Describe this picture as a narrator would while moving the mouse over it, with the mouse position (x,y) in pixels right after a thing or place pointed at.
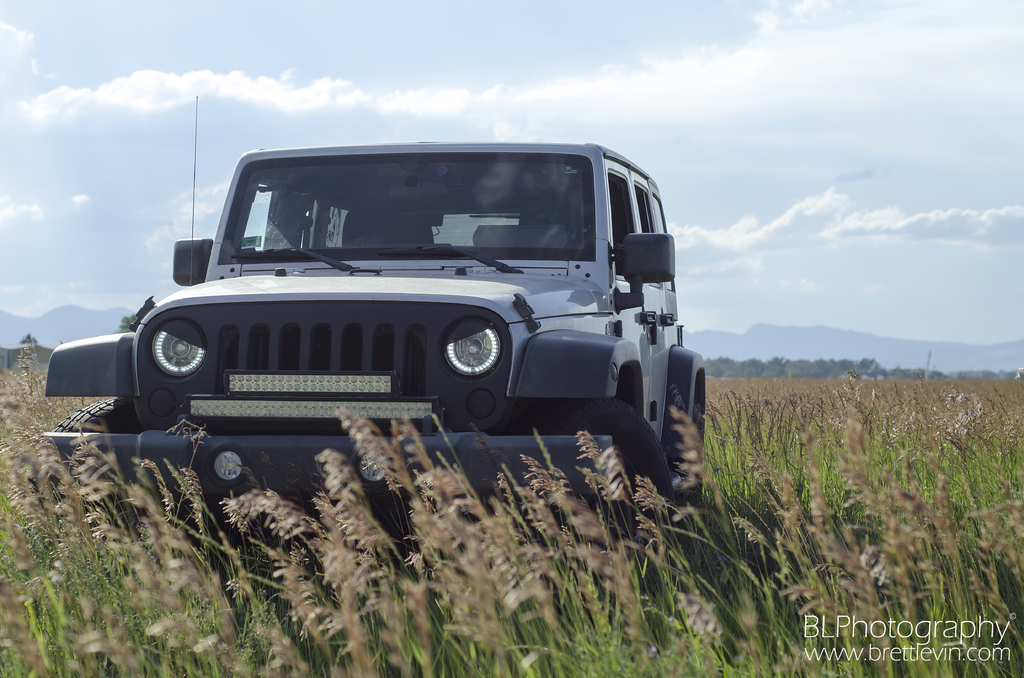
In the middle of the picture (500,313), we see a vehicle (572,294) which looks like a jeep (383,272) is parked. At the bottom of the picture (670,576), we see crop field (810,507). There are trees (805,366) and hills (731,344) in the background (86,337). At the top of the picture (599,132), we see the sky (686,121) and the clouds (579,95).
